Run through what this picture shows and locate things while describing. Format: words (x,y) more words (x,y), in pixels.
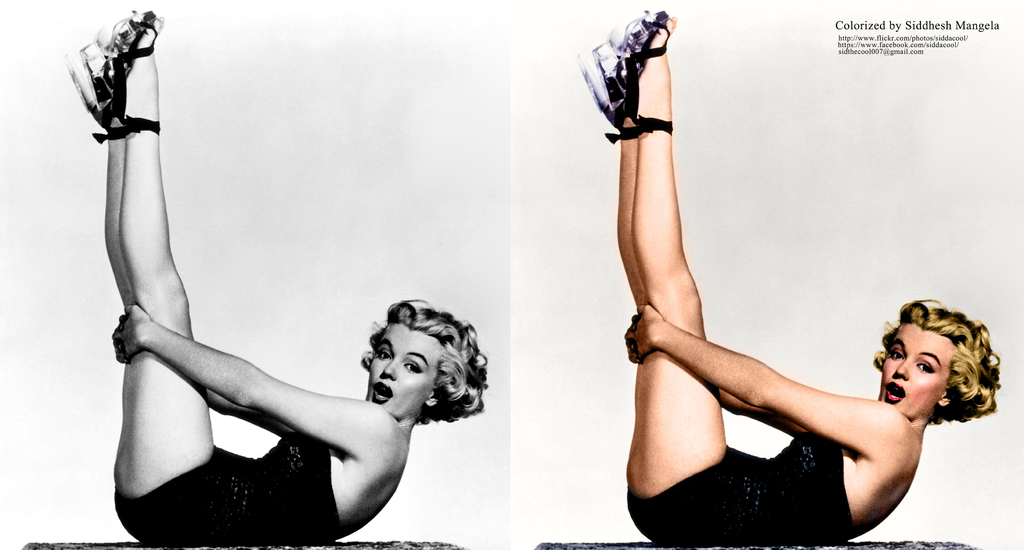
This is a collage image of a woman (669,358). The first image is in black and white and in the second image at the top right side (840,40) there is some text (890,53).
